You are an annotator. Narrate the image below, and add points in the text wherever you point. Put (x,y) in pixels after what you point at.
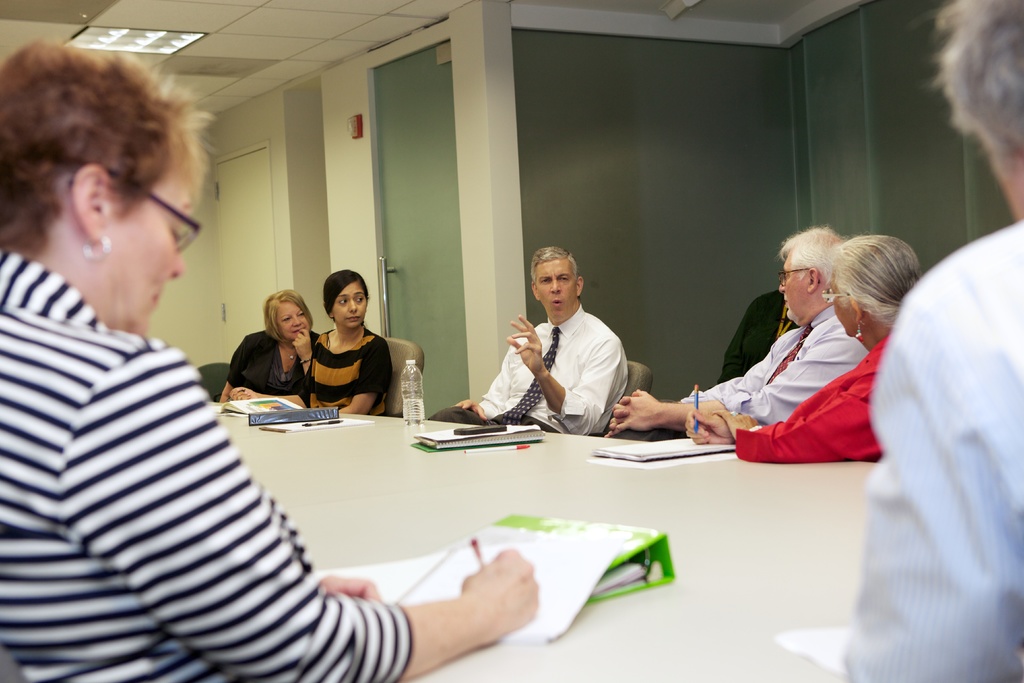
In this image there are group of persons (301,368) sitting. In the center (610,446) there is table (694,607), on the table (331,457) there is a bottle (411,412) and there are papers (442,582) and there is a woman (101,499) writing on a paper (428,589) in the background (269,226) there are doors (433,183) and there is a wall (668,182) which is of glass (707,161).
